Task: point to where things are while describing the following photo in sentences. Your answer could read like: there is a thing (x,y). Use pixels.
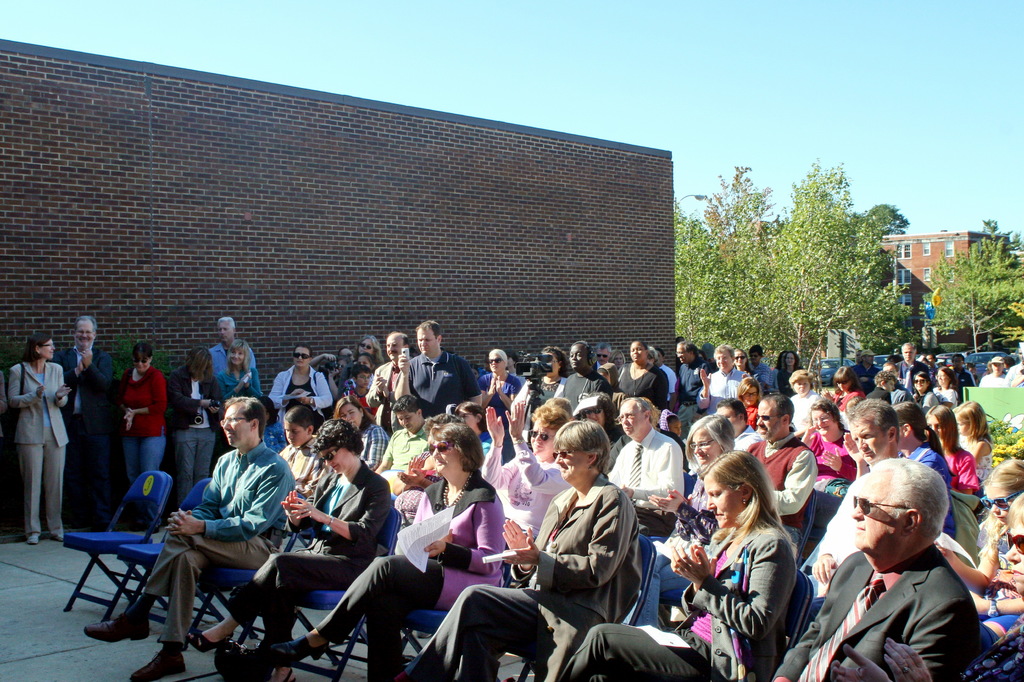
In this image we can see the people (270,489) sitting on the chairs (165,492) which are on the path (19,651). We can also see some people (214,373) standing. Image also consists of buildings (896,238), trees (1010,256), vehicles (838,364) and also the sky (596,24) at the top (601,24).
